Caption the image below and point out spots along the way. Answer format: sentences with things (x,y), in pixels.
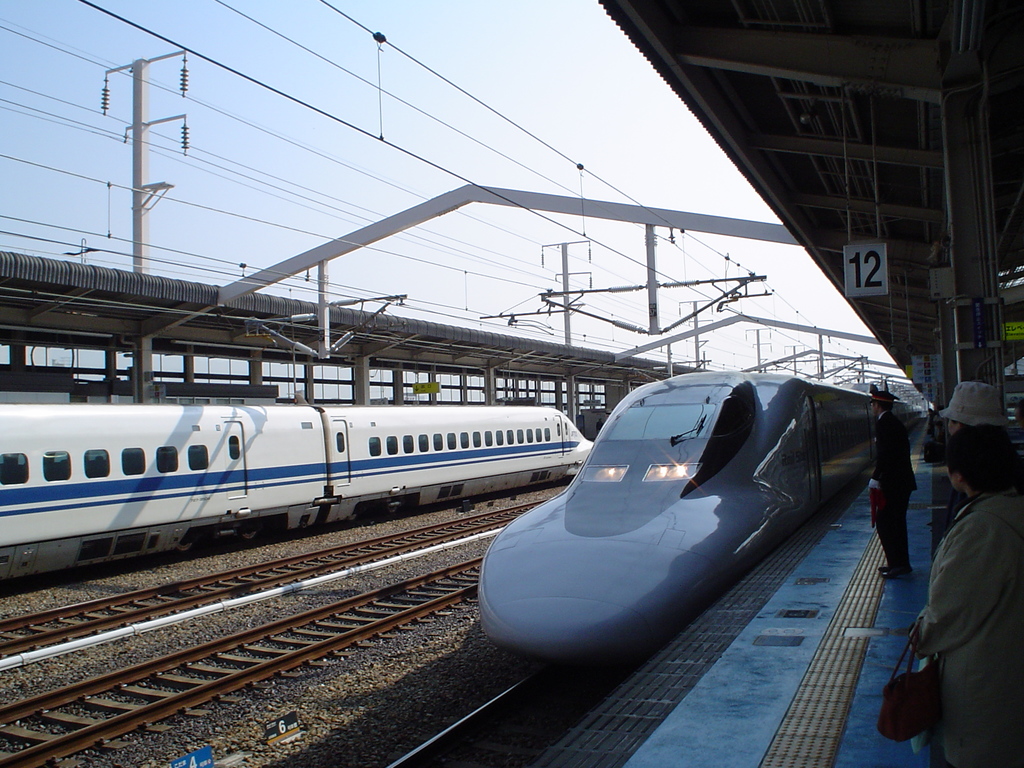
In the image I can see a train track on which there are two trains (632,496) and also I can see some wires (382,181) and some people (950,510) on the floor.
